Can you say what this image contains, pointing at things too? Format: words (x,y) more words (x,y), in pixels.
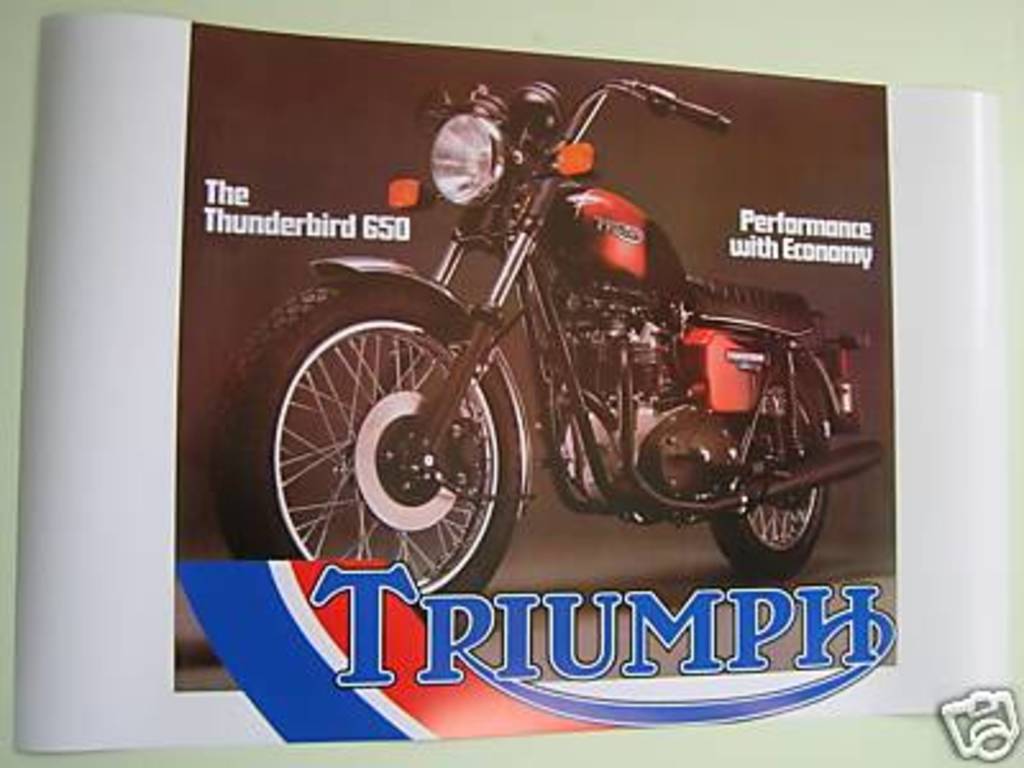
In this image we can see a poster (293,730) is attached to wall (952,764). On poster (485,390) one red color bike image (457,369) and text (523,640) is present.
